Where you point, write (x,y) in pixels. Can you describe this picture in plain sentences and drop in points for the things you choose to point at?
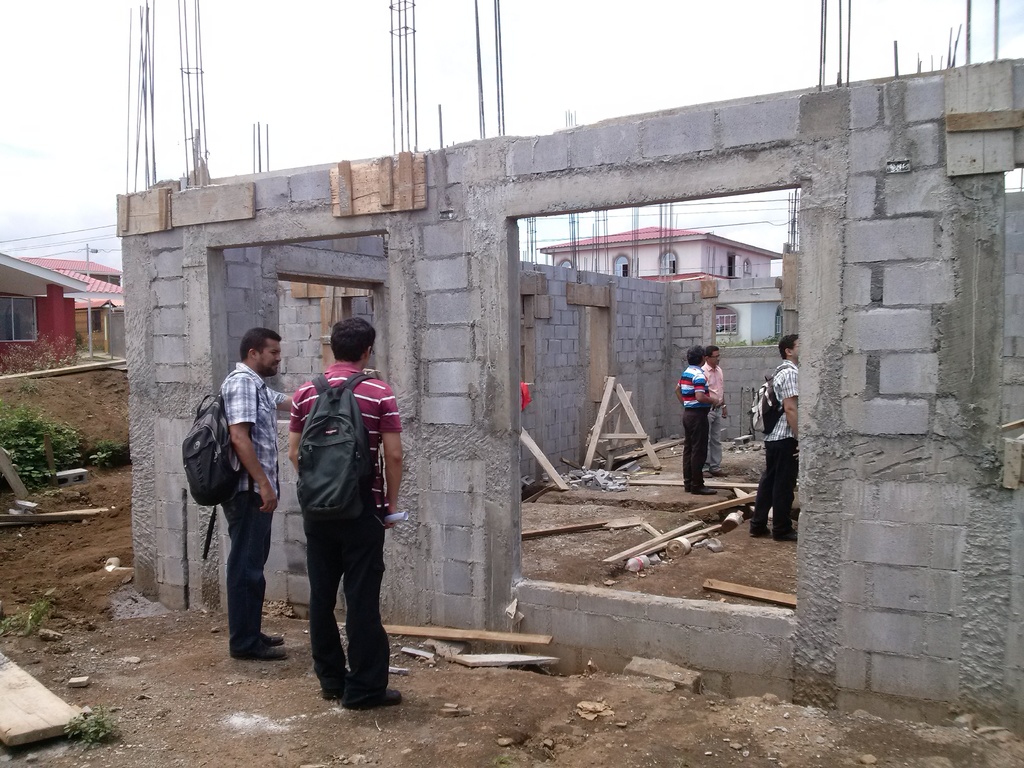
In this image in the foreground (293,410) there is one house (277,320) which is constructing and there are some people (394,450) standing and they are wearing bags (347,472). In the background (96,276) there are some houses (701,246) and pillars (791,232) and at the bottom (139,669) there is sand (356,723) and some plants (67,454), wooden boards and some stones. At the top of the image (647,38) there is sky (545,61).
